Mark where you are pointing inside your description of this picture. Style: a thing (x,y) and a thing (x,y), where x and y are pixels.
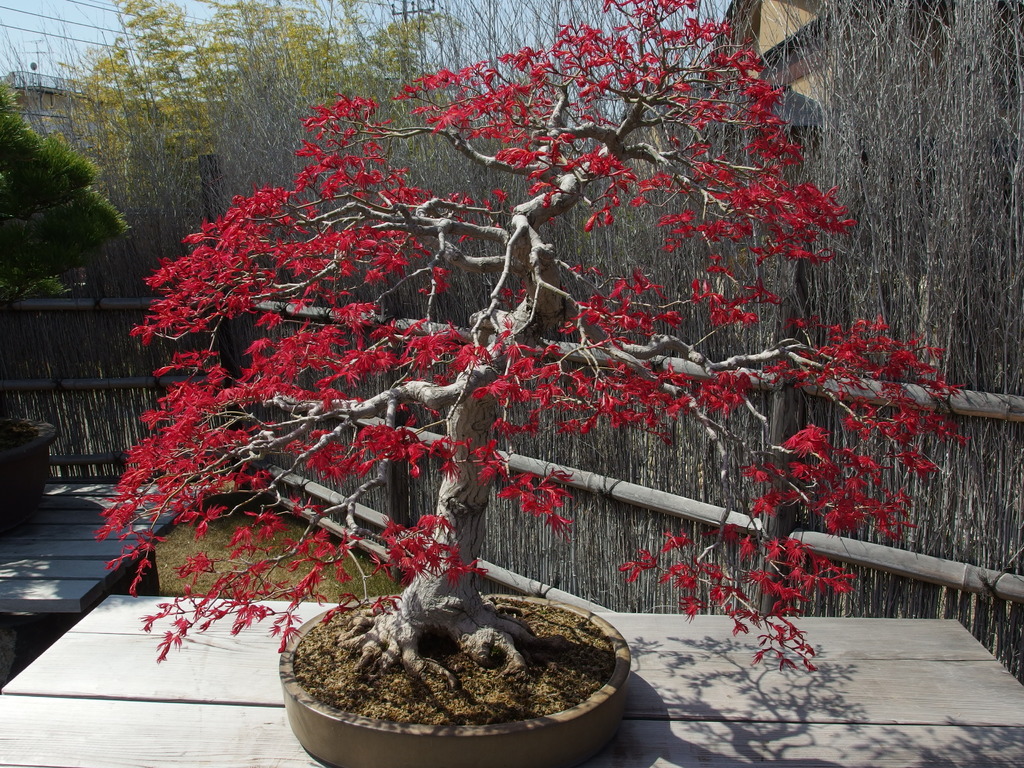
In this image I can see a tree (395,540) which is red and ash in color on the wooden table (266,692). In the background (508,565) I can see the wooden railing (604,481), few buildings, few trees (165,141), few wires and the sky (336,25).
